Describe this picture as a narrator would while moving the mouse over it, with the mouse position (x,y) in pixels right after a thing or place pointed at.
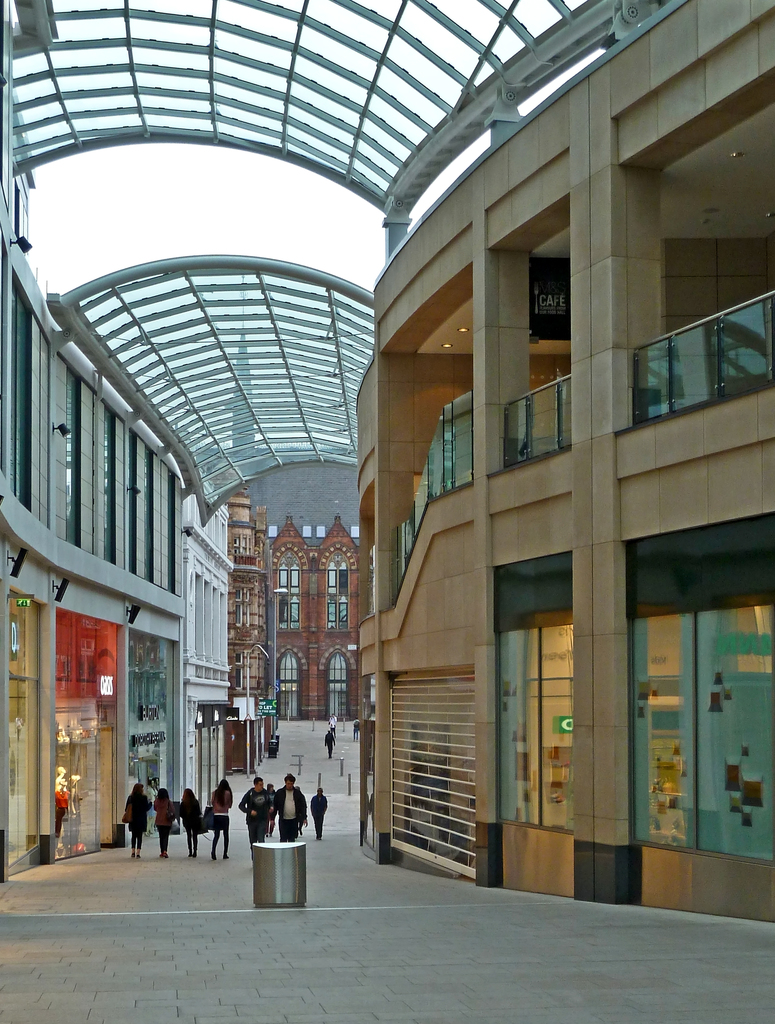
In this picture, there is a road (236,907) in the center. On the road (237,796), there are people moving around. On the road (288,924), there is an object (254,858). On either side of the road (320,877) there are buildings (524,510) with stores (151,822). In the center (296,664), there is another building (341,532) which is in red in color. At the top (227,212), there are sheds (312,108) and a sky (227,180).
